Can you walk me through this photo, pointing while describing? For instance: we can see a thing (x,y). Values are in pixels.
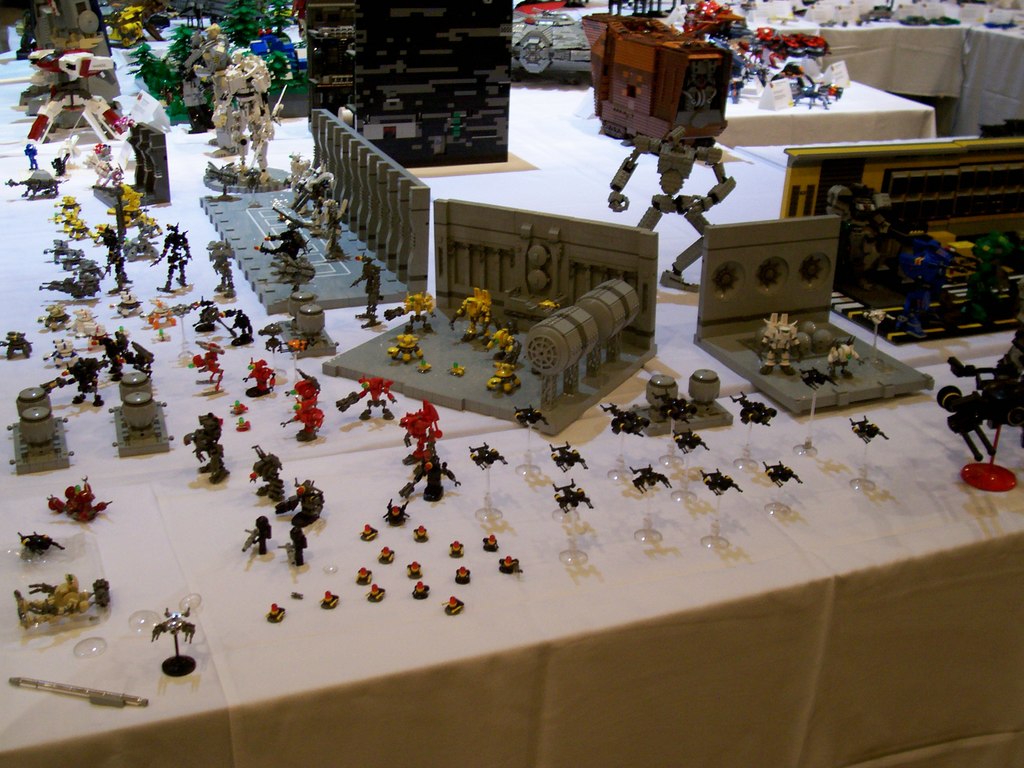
In this image I can see few toys (23,610) and few objects (594,391) in different colors and they are on the white color cloth (600,498).
